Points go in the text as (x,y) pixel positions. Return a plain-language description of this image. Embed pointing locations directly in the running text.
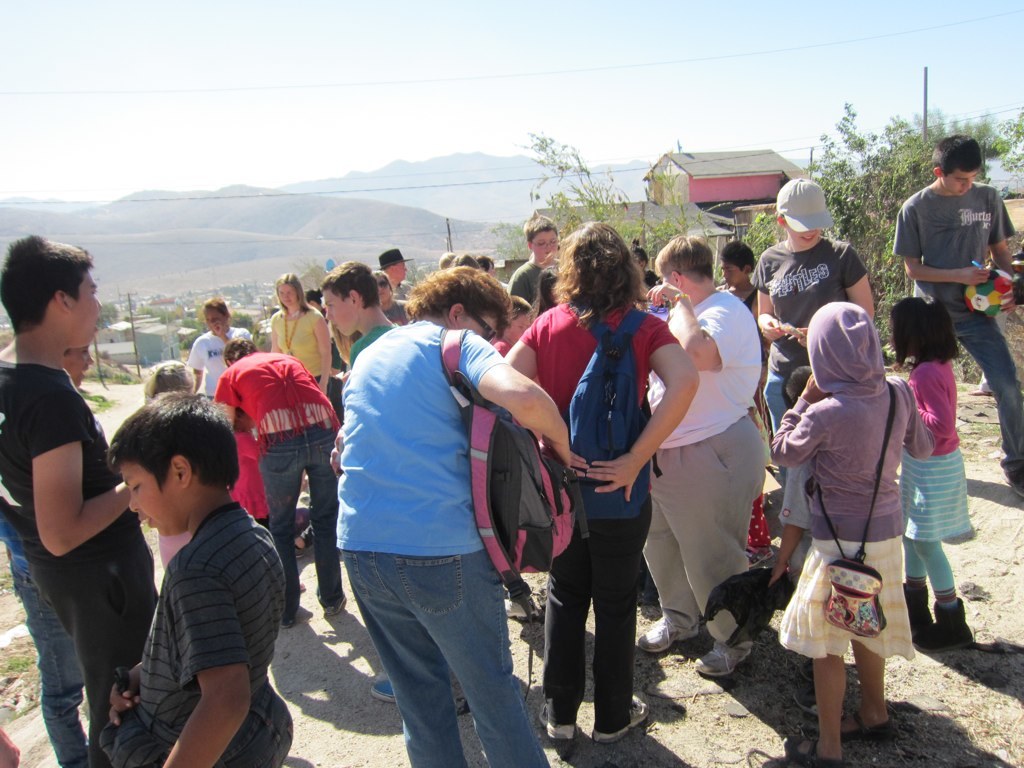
In this image I can see the group of people (415,486) with different color dresses (577,545). I can see few people (595,569) are wearing the bags (565,498) and few people (788,224) with caps (808,223) and hats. In the background (632,221) I can see many trees (624,233), house (659,216), mountains (515,206) and the sky (334,119).
